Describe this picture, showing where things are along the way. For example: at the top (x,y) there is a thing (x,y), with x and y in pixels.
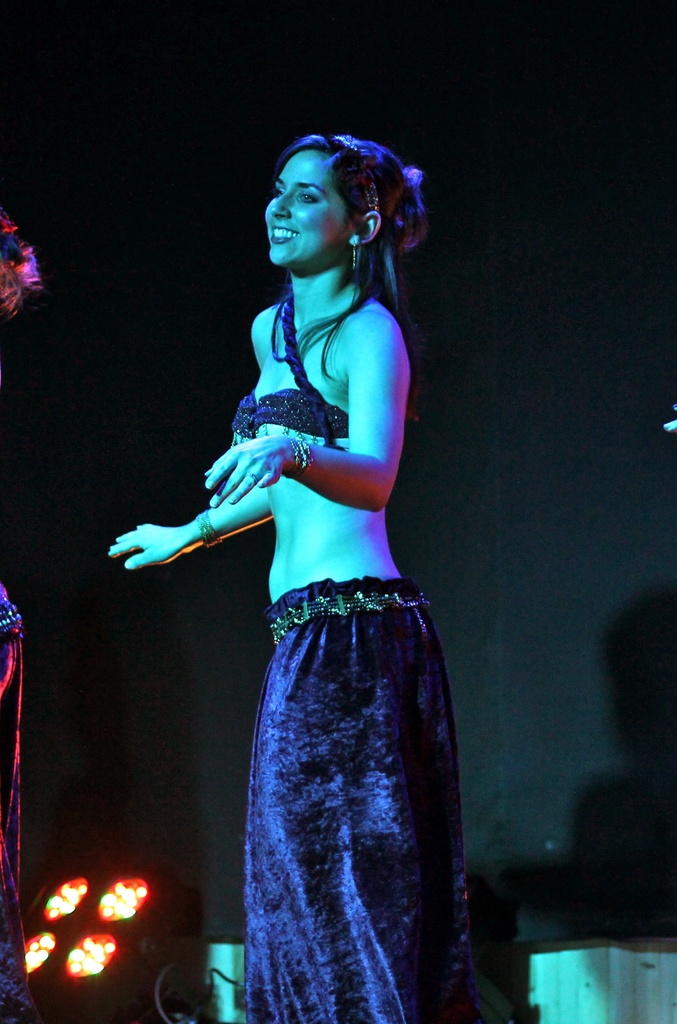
In this image a lady (309,747) is dancing. In the background (97,954) there are lights (105,957). The background (552,905) is dark.
